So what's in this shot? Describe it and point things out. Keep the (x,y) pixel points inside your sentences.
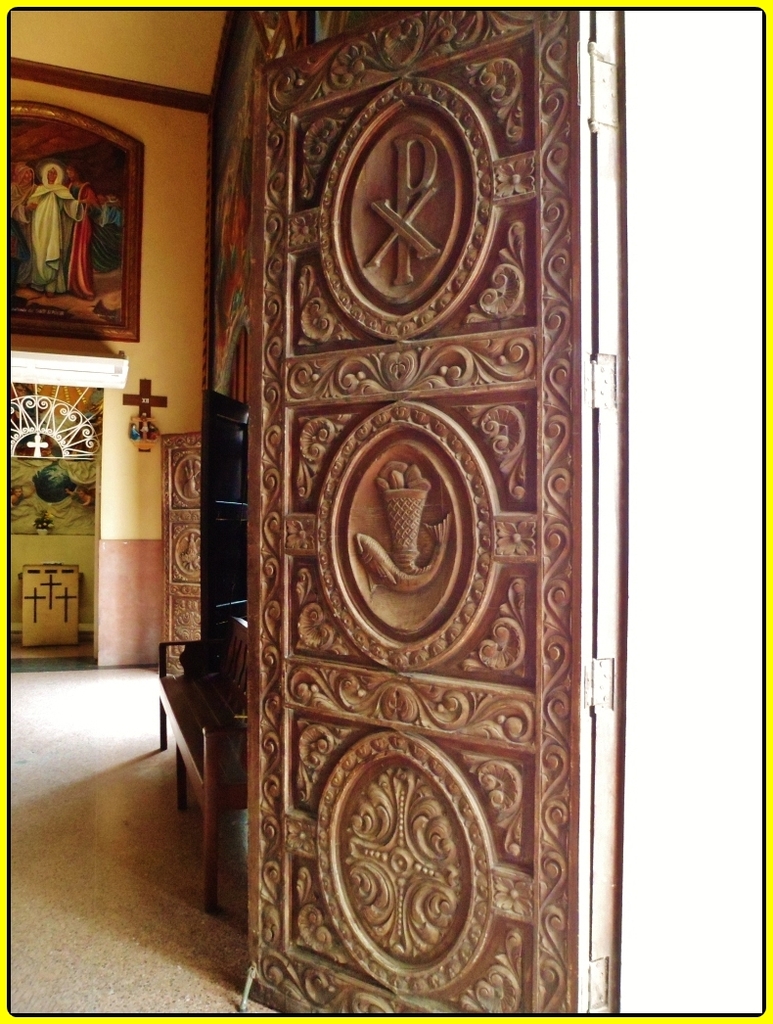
In this image in the front (396,521) there is a door (425,514). In the background (219,669) there is an empty bench (195,691) and there is a frame (113,257) on the wall (157,243).
